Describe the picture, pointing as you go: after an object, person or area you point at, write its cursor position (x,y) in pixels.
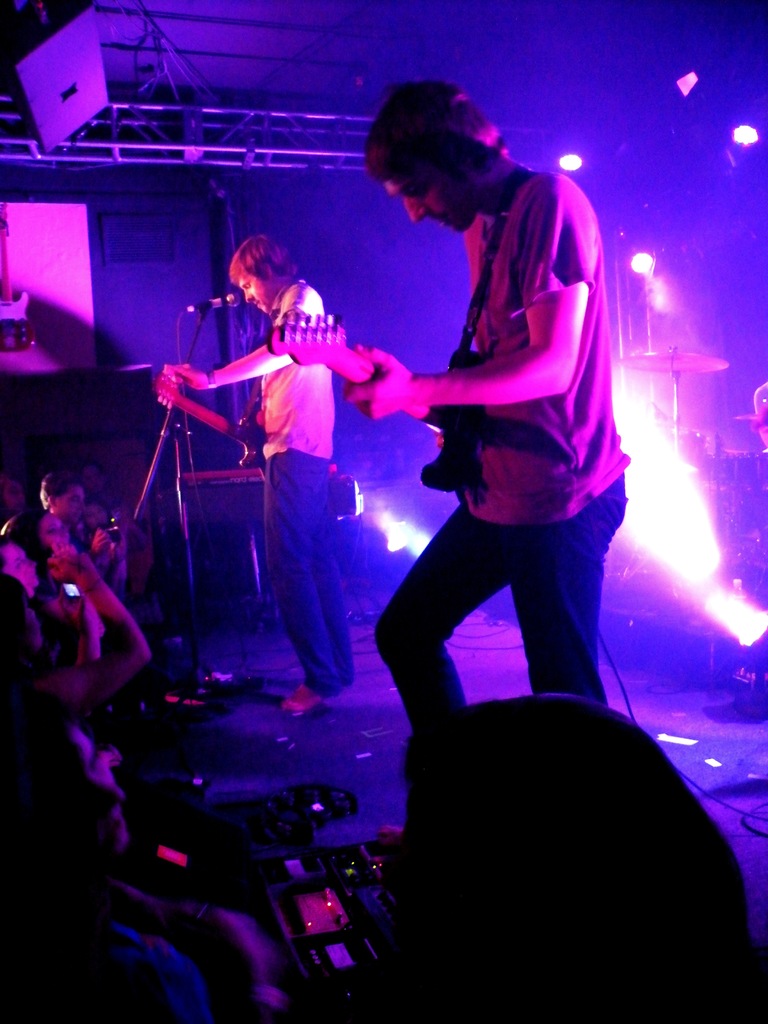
These two persons (487,149) are standing and playing a guitar (280,353). In-front of this person (281,406) there is a mic (237,293). These are musical instruments (690,355). On top (735,133) there are focusing lights (566,168). These are audience (81,575).
